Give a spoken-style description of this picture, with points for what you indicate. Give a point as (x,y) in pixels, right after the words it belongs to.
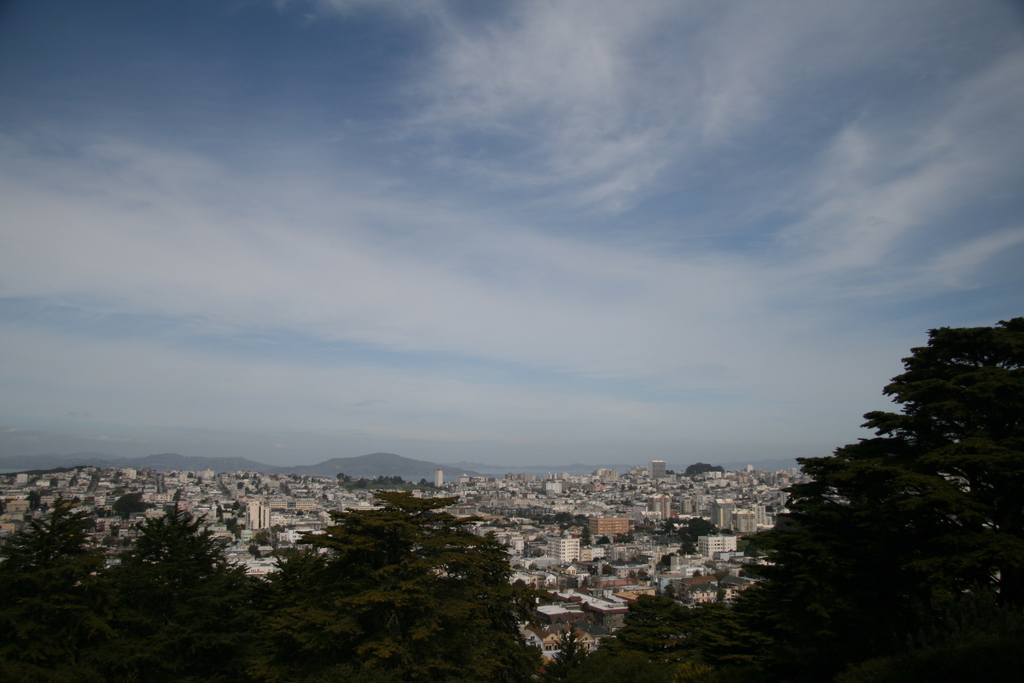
This is an outside view. At the bottom (554,641) there are many trees (872,600) and buildings (566,539). At the top of the image (292,115) I can see the sky (492,83) and clouds (551,94).
